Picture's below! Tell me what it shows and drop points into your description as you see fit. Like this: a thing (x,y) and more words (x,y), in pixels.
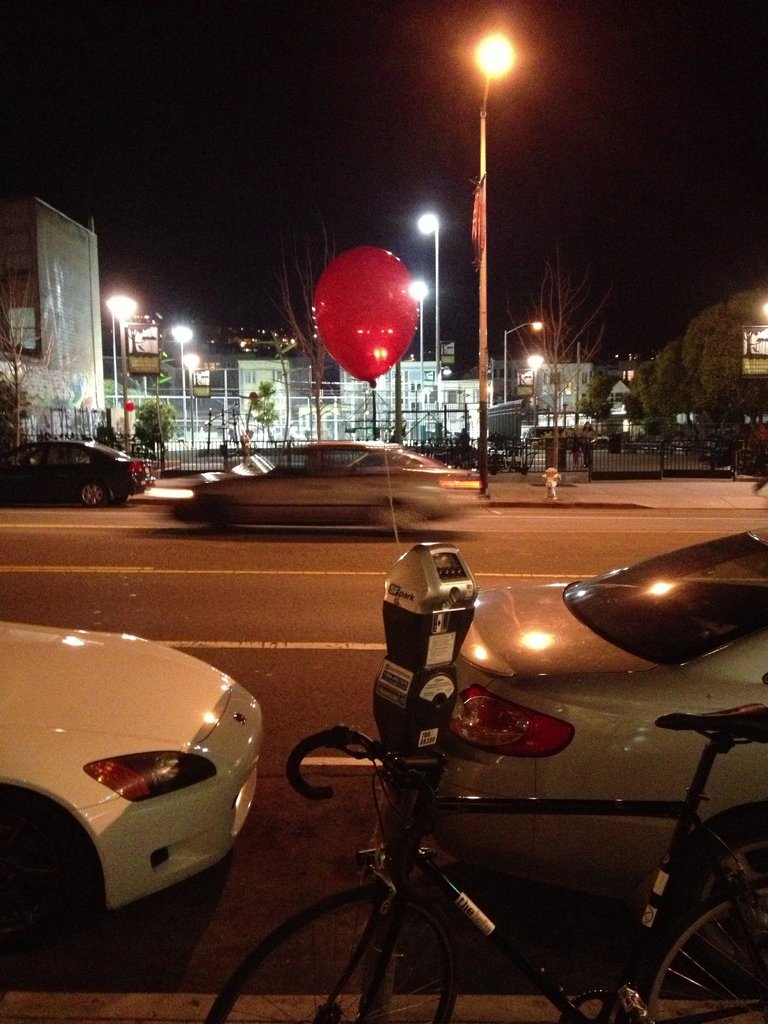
In this picture we can see a bicycle (550,979) is parked on the path (465,999) and behind the bicycle (387,940) there is a parking meter (391,687) and some vehicles (370,511) parked on the road (357,636). Behind the vehicles (381,513) there's a fire hydrant (554,496), poles (437,348) with lights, trees (6,389), buildings (376,400), gate (644,452) and a sky (643,167).
